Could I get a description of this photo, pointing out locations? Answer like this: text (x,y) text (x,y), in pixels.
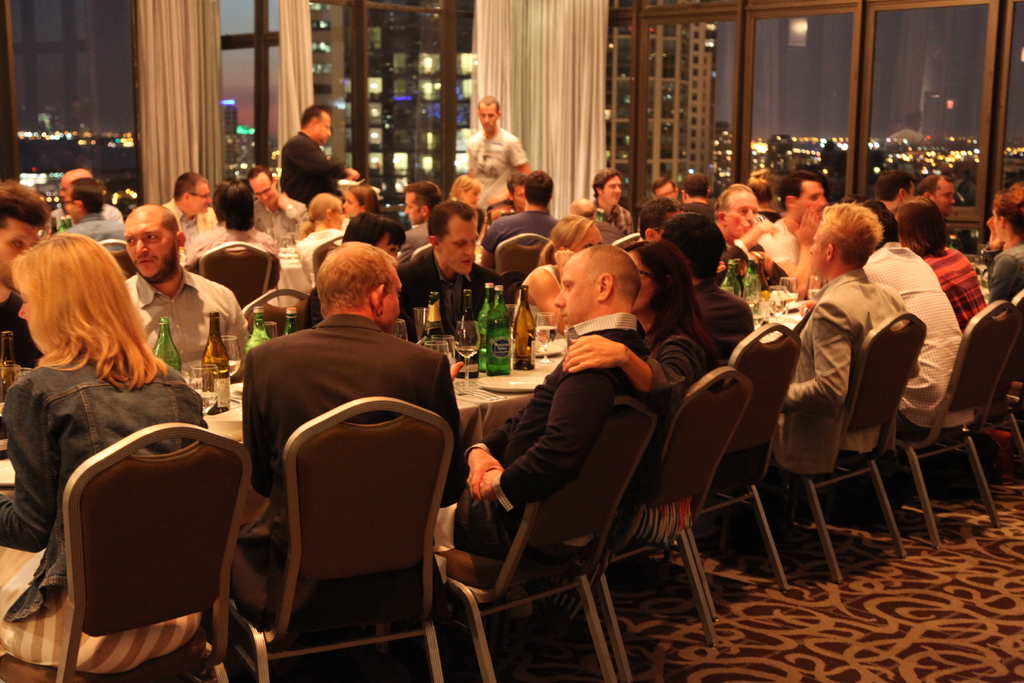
The picture consists of many people (372,367) sat on chair (215,440) around the table (502,393), there are wine bottles (529,341) on the table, it seems to be a bar area (549,674). There are glass windows (659,105) on either sides.
